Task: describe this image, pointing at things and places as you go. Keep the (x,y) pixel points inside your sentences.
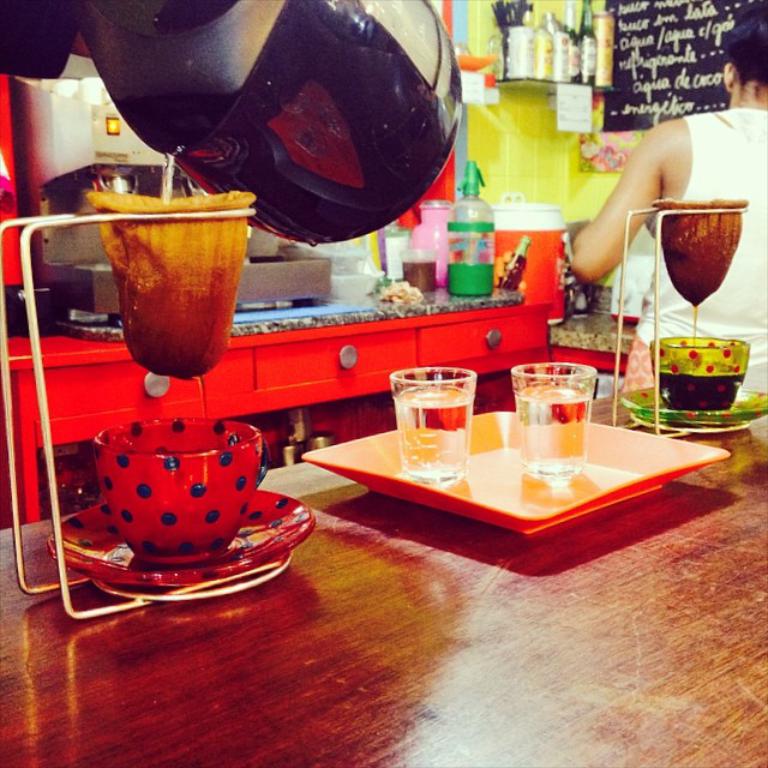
In this image I can see a person (663,130) is standing. On the table (588,612) there is a glasses (557,421) in the tray (525,501). There is cup (714,374) and a saucer (716,414). We can see a filter (699,233). At the back side (462,299) there is a counter-top (383,316), on it there are bottles (448,248) and a containers (537,209). There are bottles (558,72) at the background (562,74). The wall (506,151) is in green color.
